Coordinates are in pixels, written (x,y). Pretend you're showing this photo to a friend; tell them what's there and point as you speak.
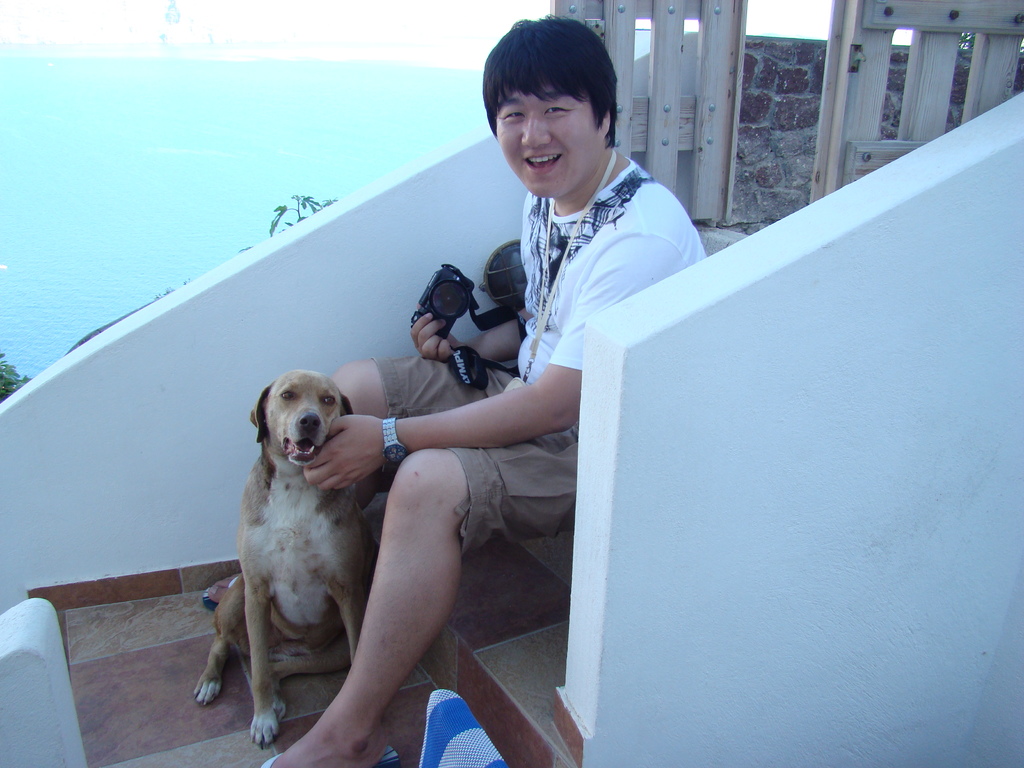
In this image a man (440,438) is sitting on the steps (527,588) in the center (594,312) having smile on his face (547,182). Holding a camera (443,326) in his hand (428,324). In the front of this man (556,334) there is a dog (296,545) at the background (738,137) there is a wall (779,90), wooden logs (671,76). There are some leaves (7,371) and ocean (232,112).
